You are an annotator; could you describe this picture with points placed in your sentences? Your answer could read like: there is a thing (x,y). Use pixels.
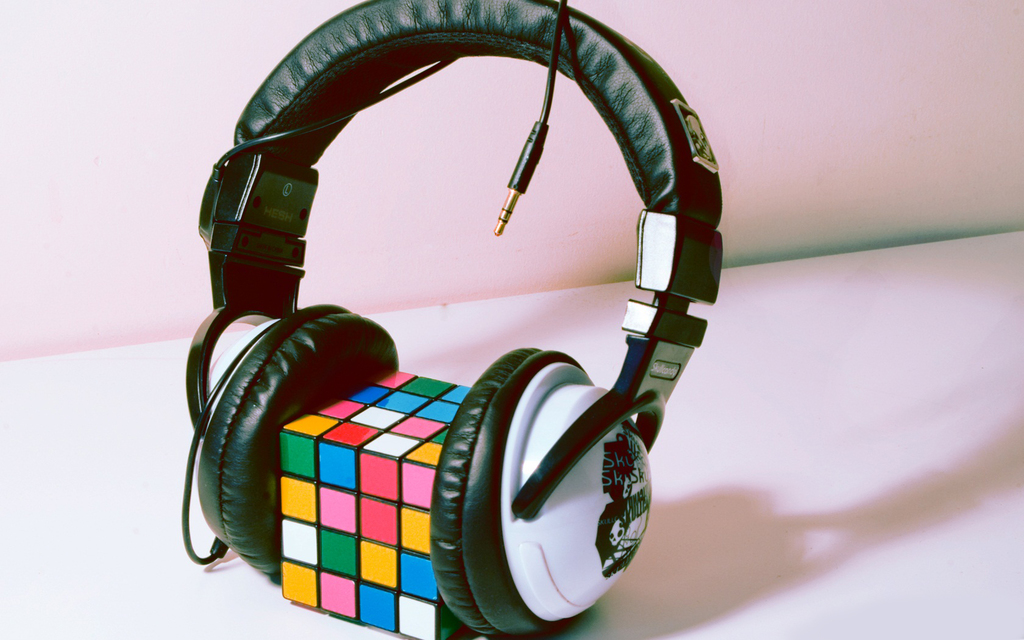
In the image we can see a headphone (548,534) and cube (457,396) on a table (435,326). Behind the headphone (495,417) there is a wall (922,231).
